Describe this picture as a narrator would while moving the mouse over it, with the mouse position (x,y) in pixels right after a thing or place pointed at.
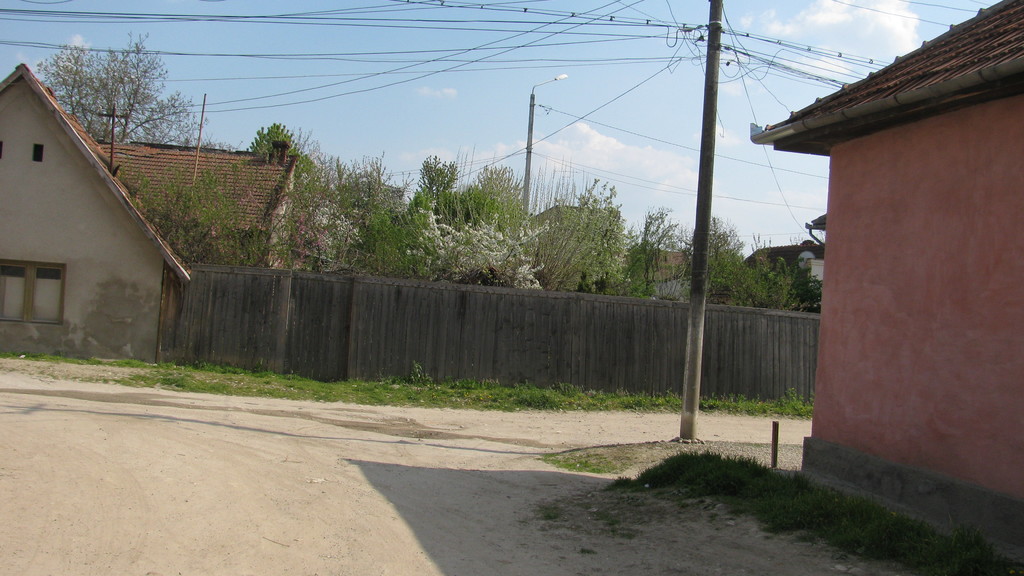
In this image there are buildings (58,214) with trees (470,229) and there is a fencing wall (706,331), on the right side of the image (945,179) there is a house (946,211) and there are few utility poles (706,258) and street lights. In the background (561,124) there is the sky (543,120).
